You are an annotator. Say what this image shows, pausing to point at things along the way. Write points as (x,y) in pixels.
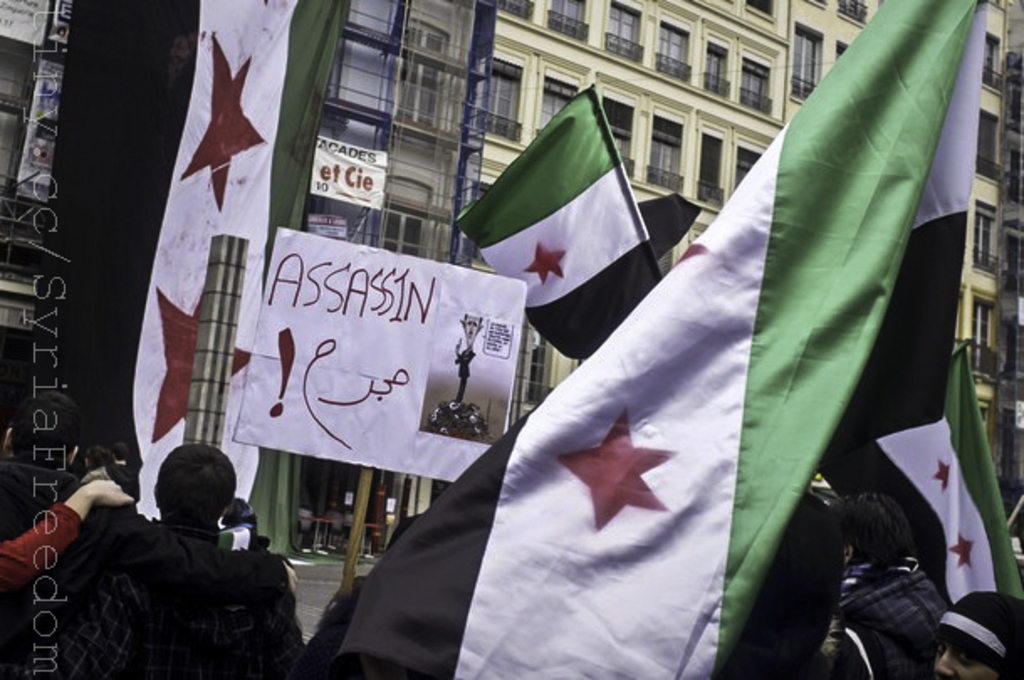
Here there are few people (196,506) holding flags (604,340) and a hoarding (373,460) in their hands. In the background (387,230) there is a building (594,61), windows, fences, banner (346,154) and some other items (370,541).
